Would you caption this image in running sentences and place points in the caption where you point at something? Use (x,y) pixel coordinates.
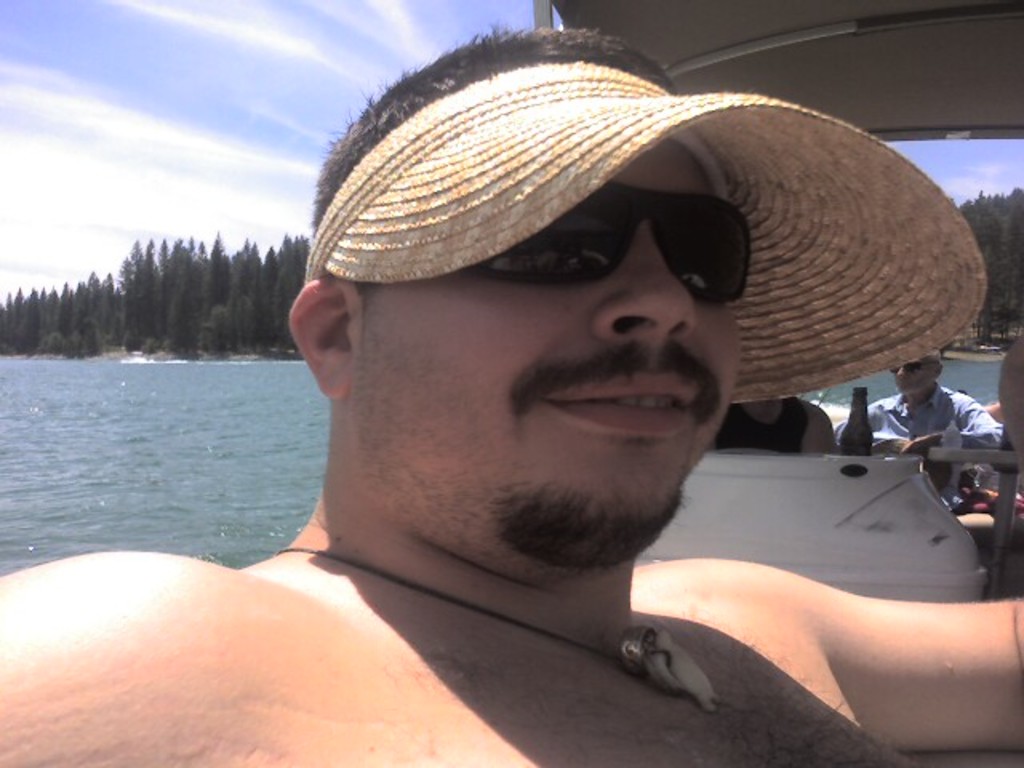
In this picture there is a man (439,723) who is wearing cap (439,254) goggles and locket (611,652). He is smiling and sitting on the boat (708,532). On the right (934,416) I can see some people (950,408) who are sitting on the chair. In the top right (991,96) I can see the boat's roof (912,102). On the left (29,362) I can see the water (53,452). In the background (71,342) I can see many trees (162,336). At the top (159,97) I can see the sky (141,81) and clouds (93,134).
